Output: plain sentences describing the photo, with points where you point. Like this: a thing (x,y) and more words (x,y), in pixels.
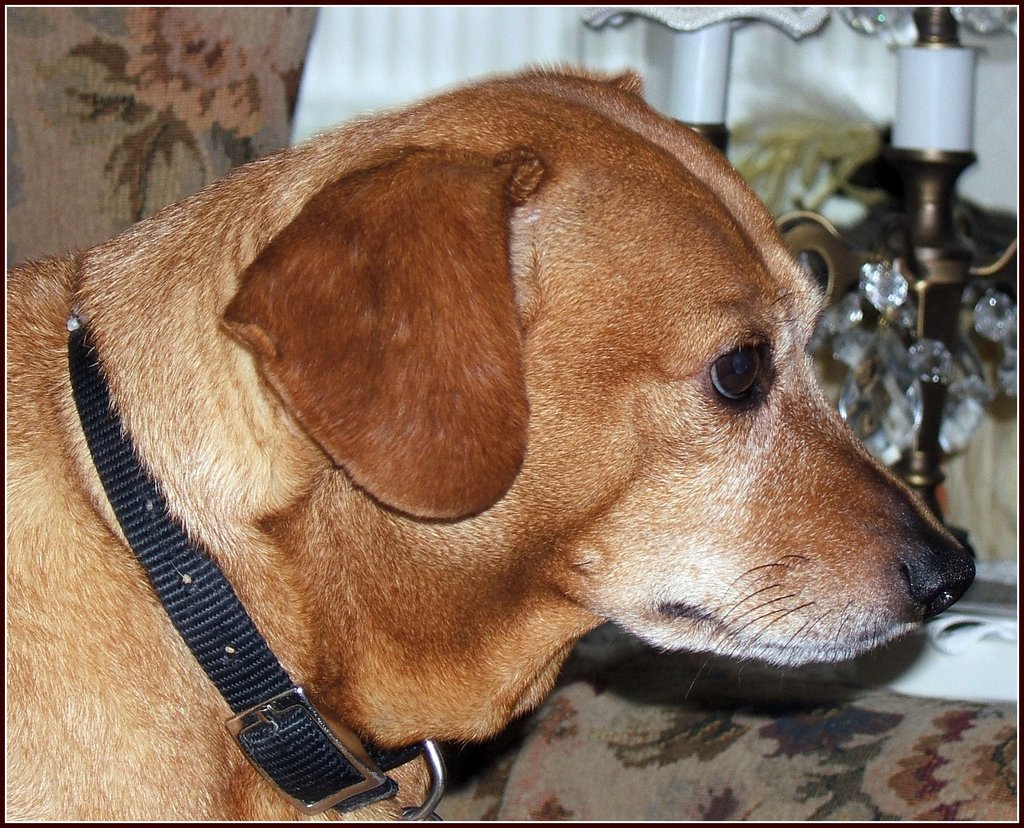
In the center of the image (449,412), we can see a dog (269,434) with a belt (163,568) is on the couch (630,763) and in the background (746,134), there are lights (722,115) and there is a curtain (454,43).
